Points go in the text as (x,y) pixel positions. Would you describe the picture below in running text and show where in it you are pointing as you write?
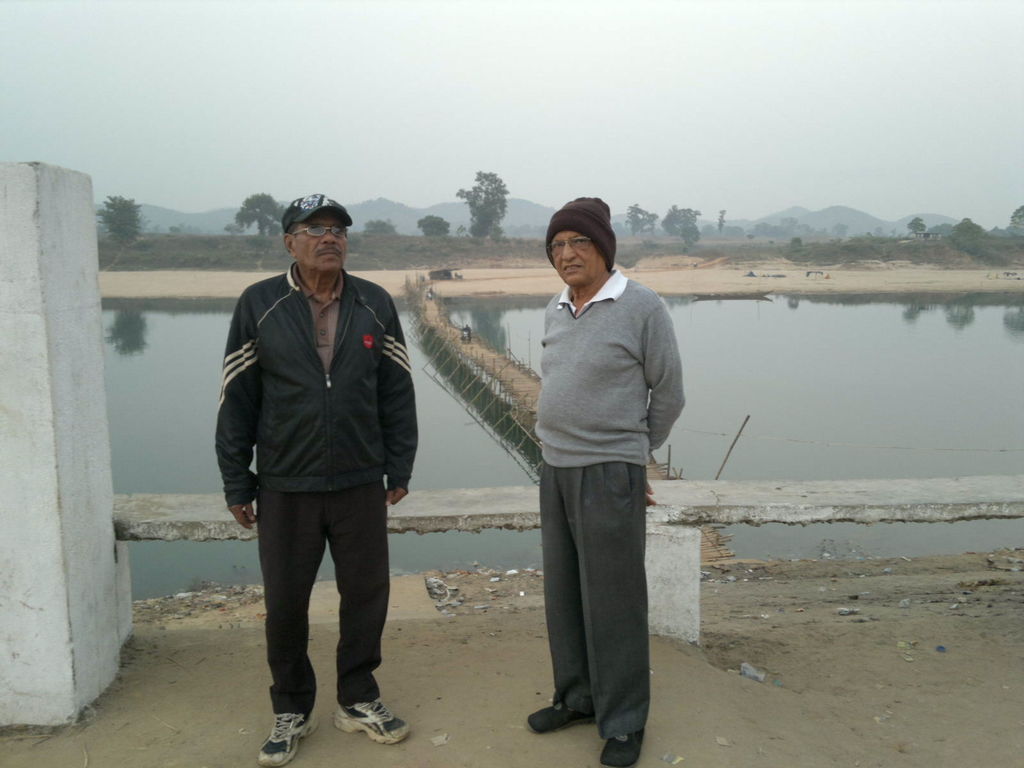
On the left side (280,389), there is a person (306,443) in a jacket (306,443), wearing a spectacle (335,231) and a cap (302,198) and standing on the road (392,685). On the right side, there is another person (626,702) in a gray color jacket (619,308), wearing a brown color cap (574,230), smiling and standing. Behind them, there is a bench (682,501) attached to the two white color pillars (67,577). In the background (997,343), there is water (816,337), there are trees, mountains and there are clouds (658,62) in the sky (612,60).
